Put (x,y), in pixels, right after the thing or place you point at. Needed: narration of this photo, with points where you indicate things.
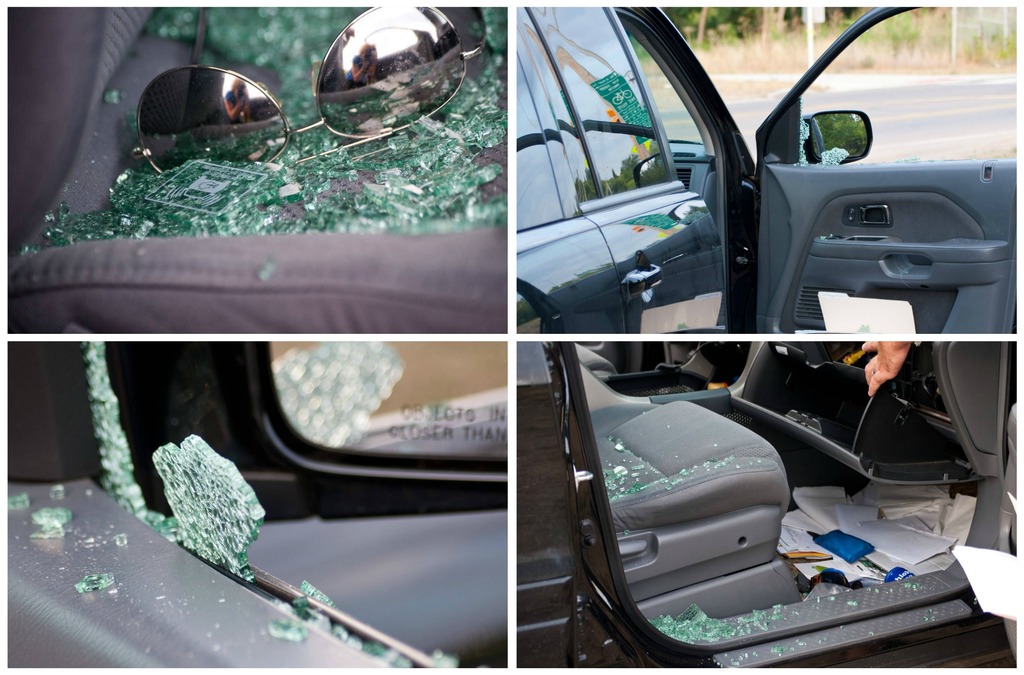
It is a collage image there are total four pictures, in the first picture there are goggles (332,68) on the broken glass pieces (287,181) and in the second picture there is a car side image (577,229) and in the third picture there is a broken window (210,467) of the car (350,506) and in the fourth picture the seat (666,422) of the car (691,472) is filled with broken glass pieces (735,461) and in front of the seat (707,477) there are few papers (859,503) fell down from the glove compartment (848,392) inside the car (772,443).
